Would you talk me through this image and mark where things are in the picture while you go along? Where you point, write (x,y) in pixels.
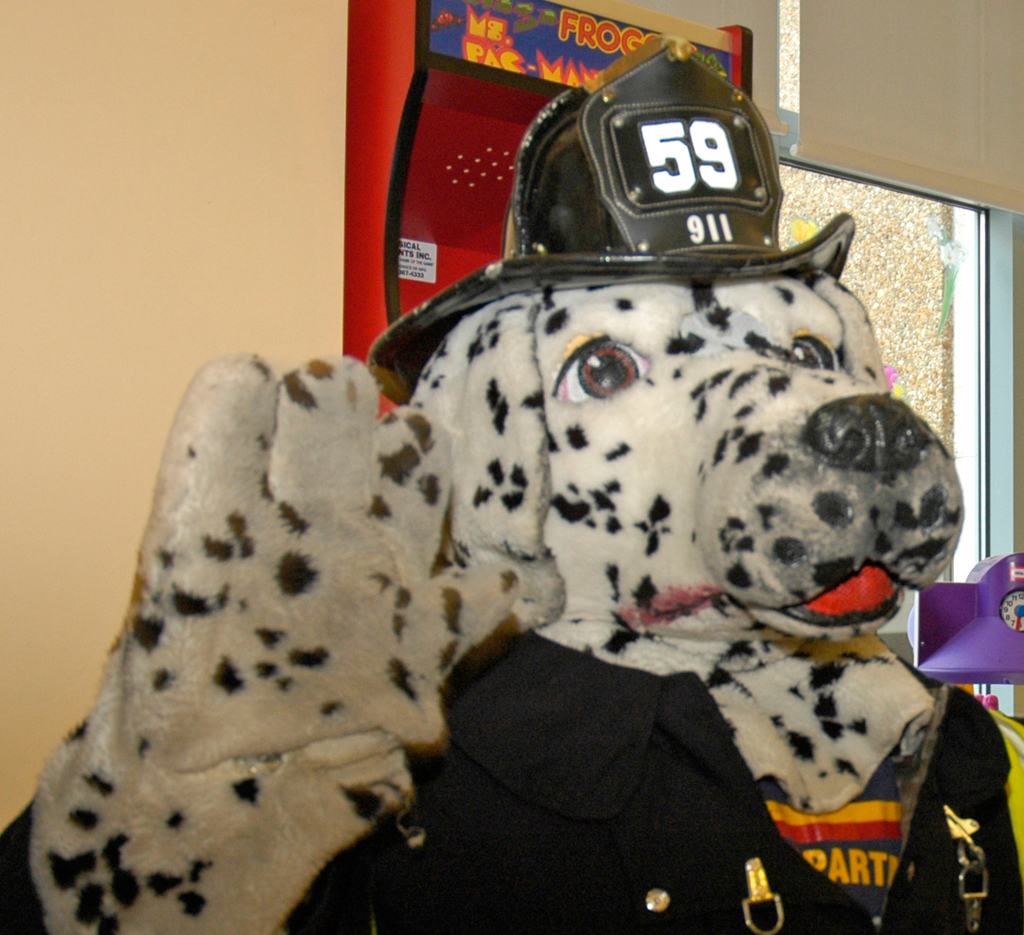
We can see dog (573,608) wore cap (586,234). In the background (421,213) we can see wall (295,173) and red object (462,245).
